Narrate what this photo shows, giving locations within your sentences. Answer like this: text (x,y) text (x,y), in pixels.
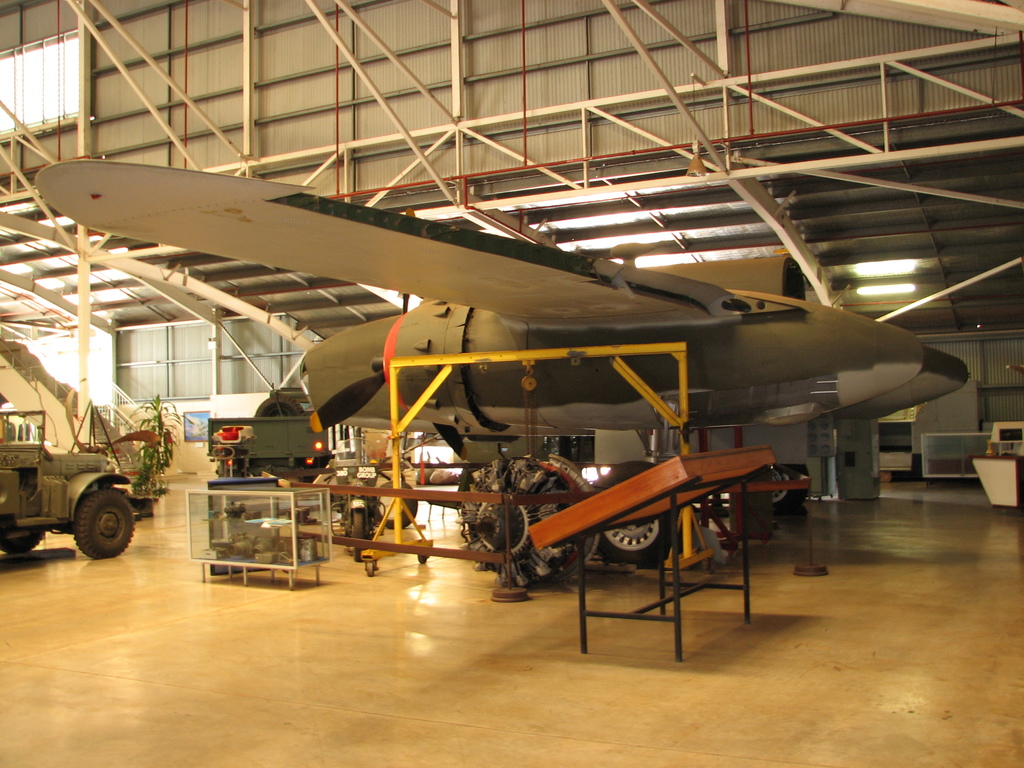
This is an inside view of a shed (250,94). In the middle of the image (468,278) I can see an aircraft (585,336). On the left side (29,498), I can see a vehicle (38,480) on the floor (95,587). In the background (159,452) there are few house plants (152,468). At the top (195,106) I can see many metal rods (774,74).
